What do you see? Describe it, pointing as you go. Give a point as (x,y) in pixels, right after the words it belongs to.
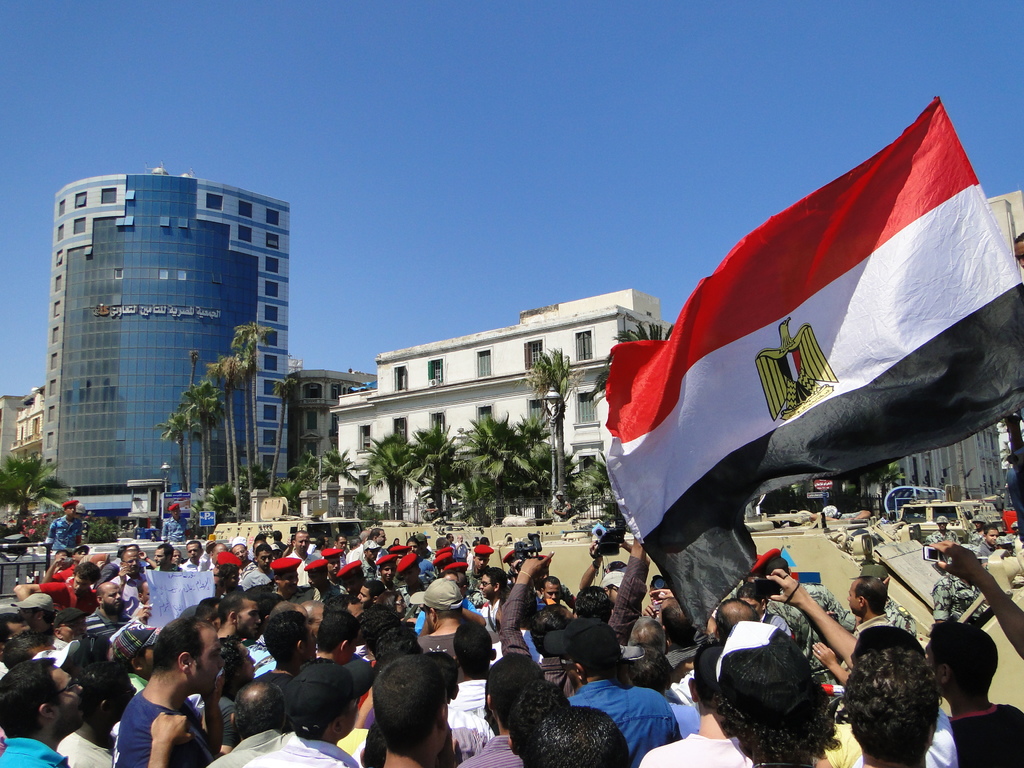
In this image I can see people (440,703) protesting. There is a flag (662,464) on the right (980,429). There are trees (533,468) and buildings (61,425) at the back (88,282).
